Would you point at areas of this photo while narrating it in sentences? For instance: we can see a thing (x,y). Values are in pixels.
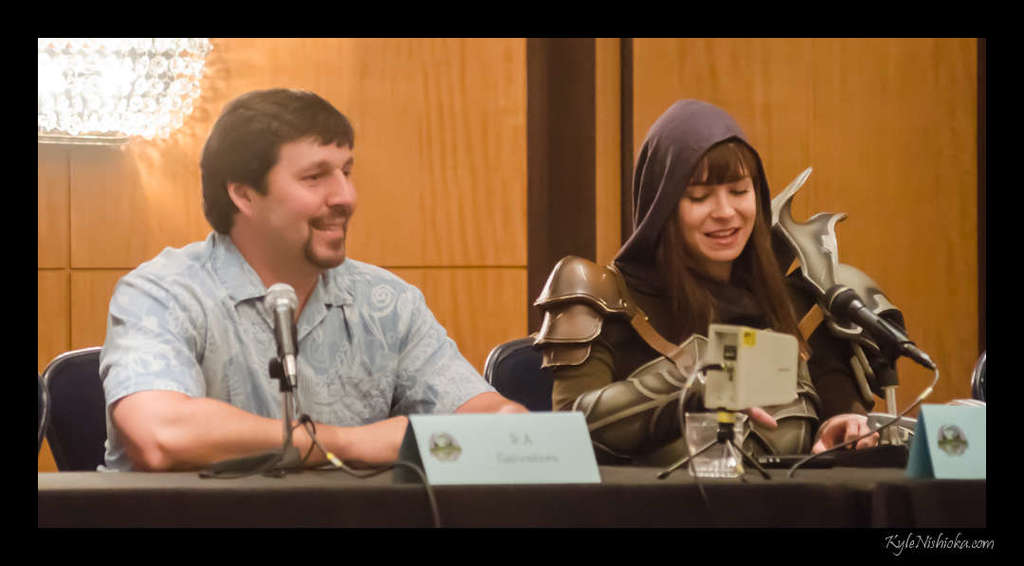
In this image we can see a person (159,419) and a woman (664,365) wearing costume (692,368) are sitting behind a table (975,492) containing microphones (285,347) with cables (924,398) on stands (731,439), a device (764,362), glass (709,461) and some boards (432,461) on it. In the top left corner of the image (112,106) we can see a chandelier (147,80).
